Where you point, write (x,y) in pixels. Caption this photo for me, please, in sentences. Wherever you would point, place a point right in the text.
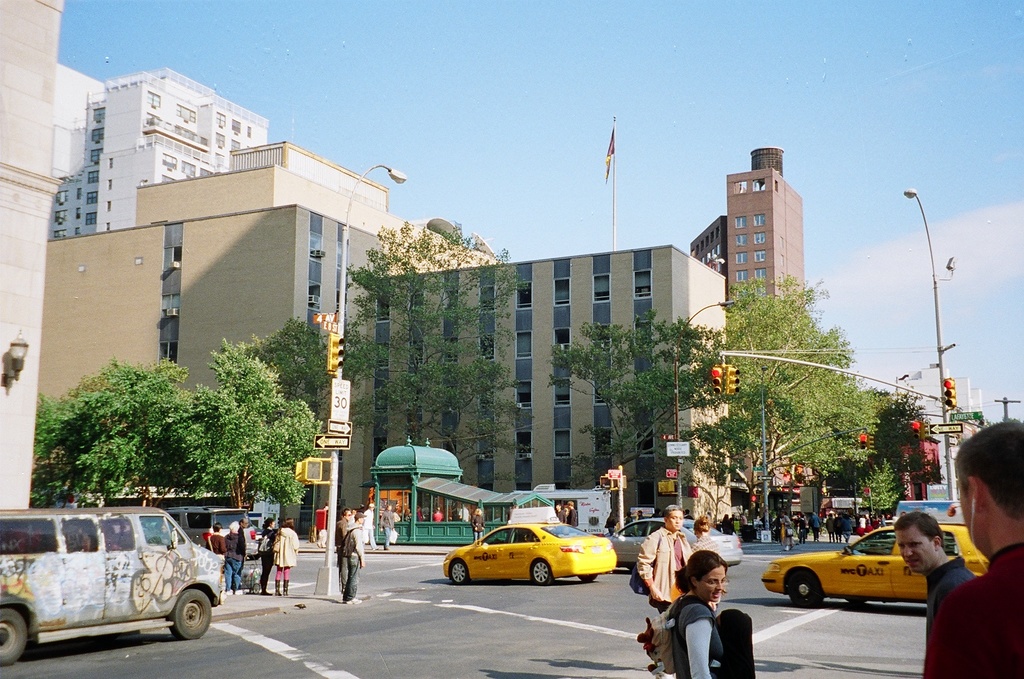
There are people (788,525) and cars (93,572) present on the road (812,609) as we can see at the bottom of this image (546,585). We can see trees (133,432) and buildings (206,359) in the middle of this image (614,428) and the sky (548,175) is in the background (551,177).
